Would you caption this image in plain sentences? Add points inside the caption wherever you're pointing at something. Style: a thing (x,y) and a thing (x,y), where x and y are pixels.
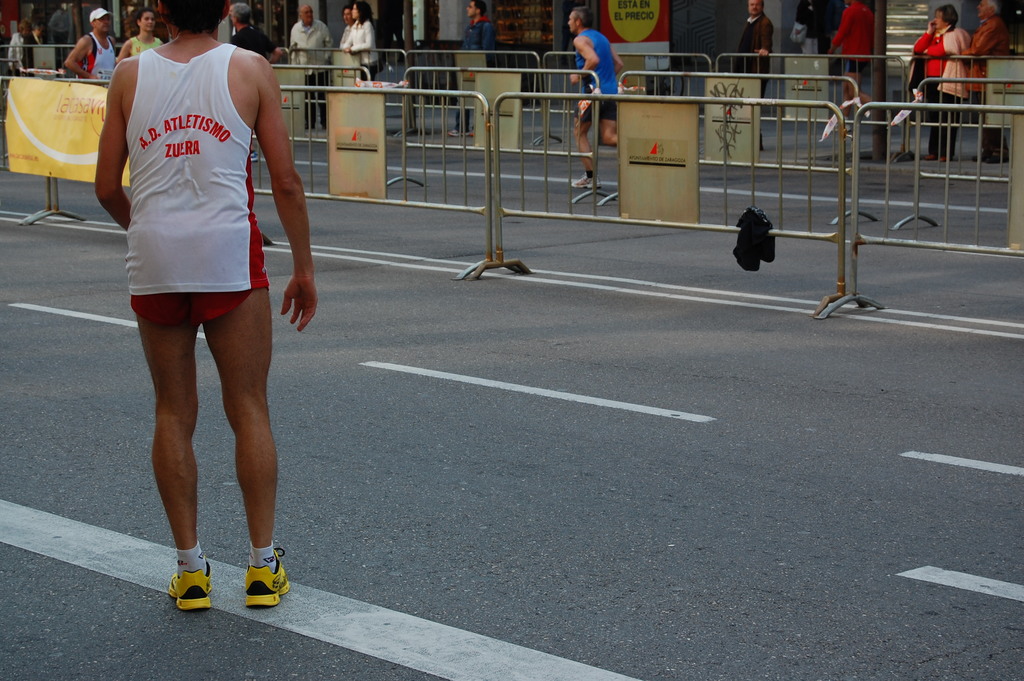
This is the picture of a road (359,218). In this picture there is a person (132,64) standing on the road (389,470) in the foreground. At the back (587,53) there is a person (578,35) with blue t-shirt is running and there are group of people (967,31) standing behind the railing (898,55). There are posters (644,144) on the railing (913,218). At the back (79,4) there is a building (898,10). At the bottom (559,547) there is a road (559,547).
